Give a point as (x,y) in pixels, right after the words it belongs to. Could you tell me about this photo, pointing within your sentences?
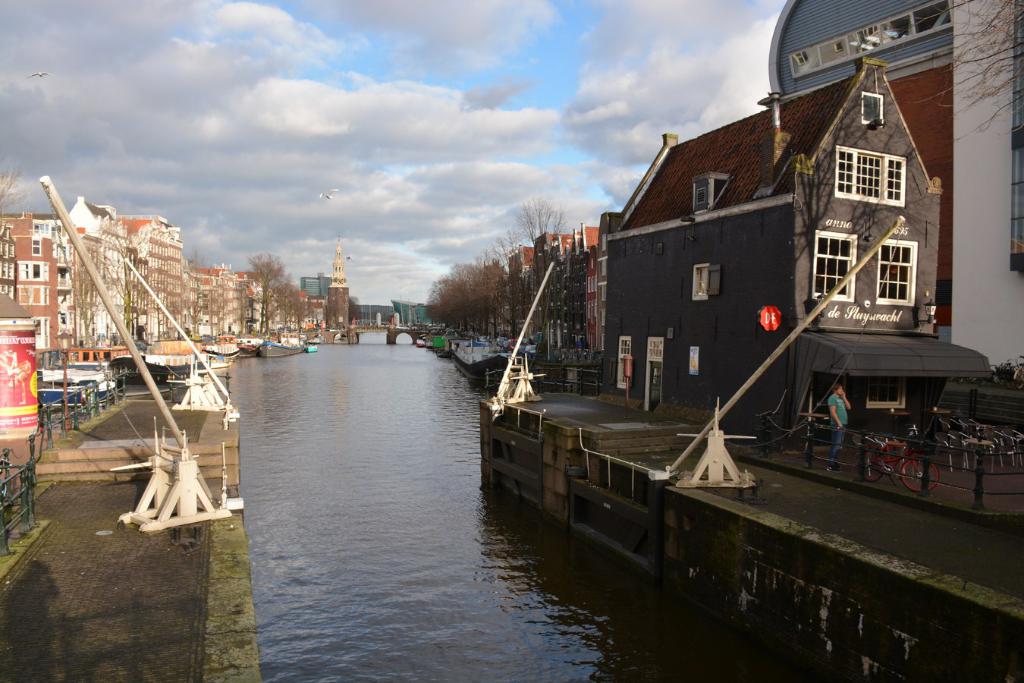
In this picture I can see boats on the water (419,353), there is a bridge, there is a person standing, there are iron grilles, there are buildings (831,238), trees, and in the background (583,132) there is the sky (251,157).
